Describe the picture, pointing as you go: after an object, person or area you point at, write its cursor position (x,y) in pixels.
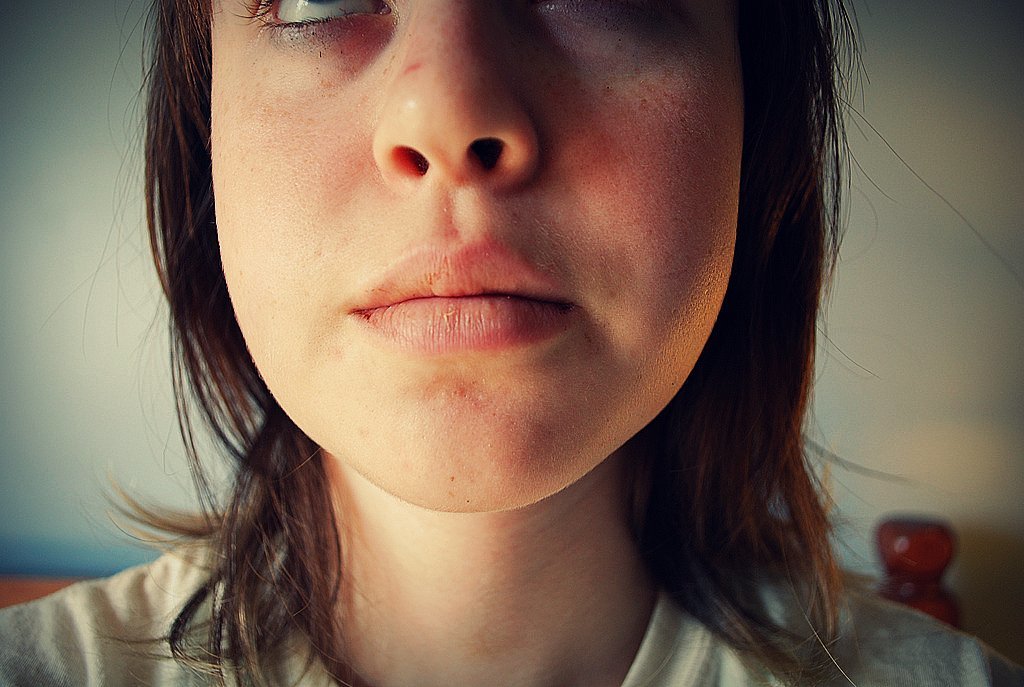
It is a zoomed in picture of a woman (435,360). In the background (140,315) we can see the wall (899,242).
